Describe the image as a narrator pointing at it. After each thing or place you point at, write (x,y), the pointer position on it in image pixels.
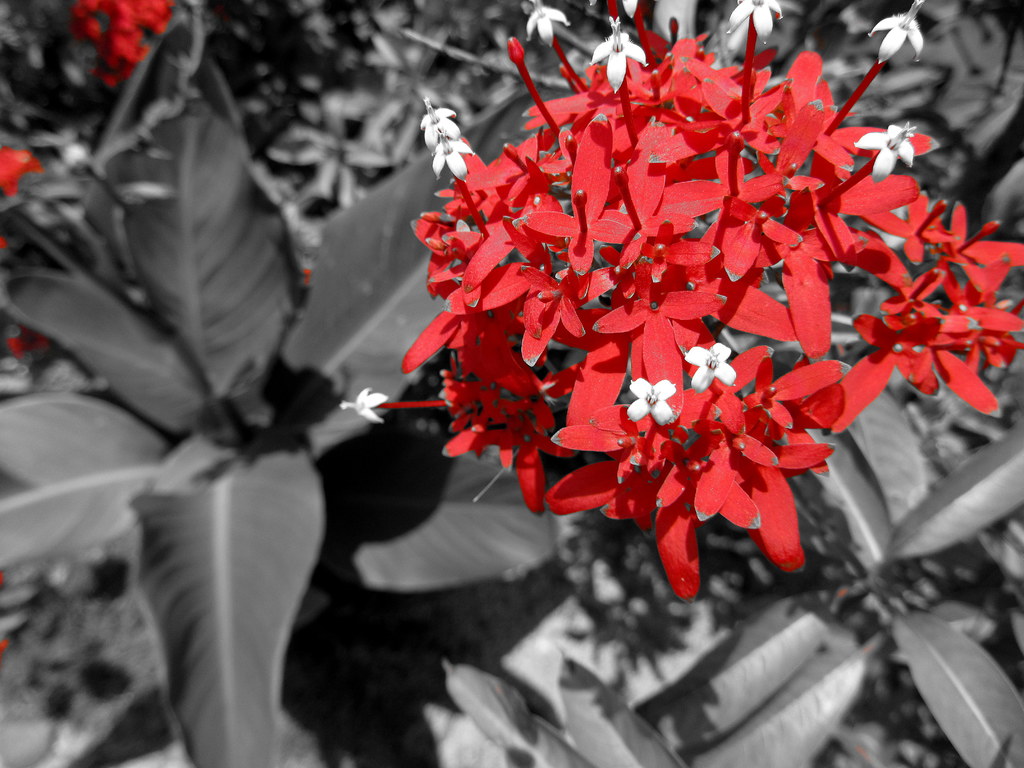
In this image there are plants (487,235) truncated, there are leaves (222,210), there are flowers (676,197), there are flowers (152,23) truncated towards the top of the image (124,28), there are flowers (18,158) truncated towards the left of the image (22,160), there are flowers (971,262) truncated towards the right of the image (972,249).
